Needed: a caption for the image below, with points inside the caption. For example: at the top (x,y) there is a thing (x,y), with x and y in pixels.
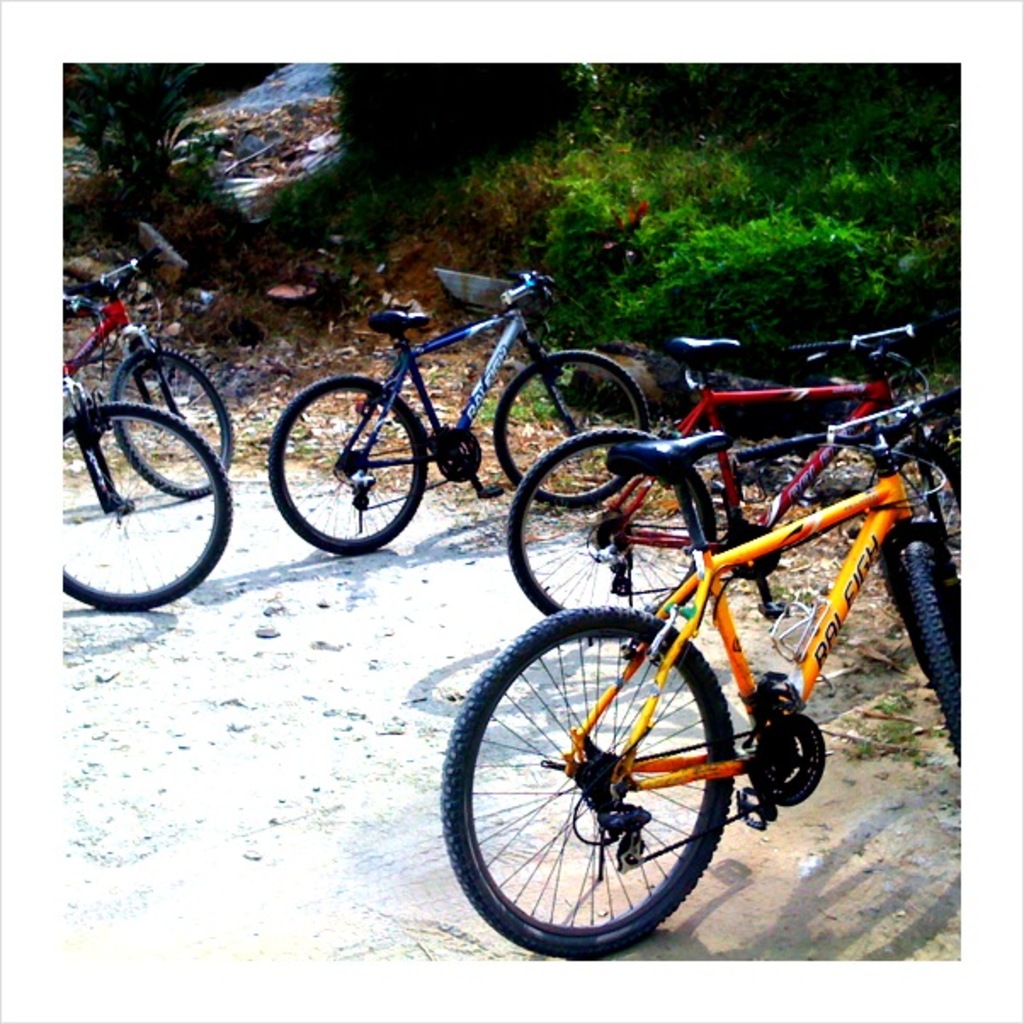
In this image, we can see bicycles (522,560) on the road (454,490) and in the background (599,261), there are trees (405,107) and we can see a waste (287,117).
